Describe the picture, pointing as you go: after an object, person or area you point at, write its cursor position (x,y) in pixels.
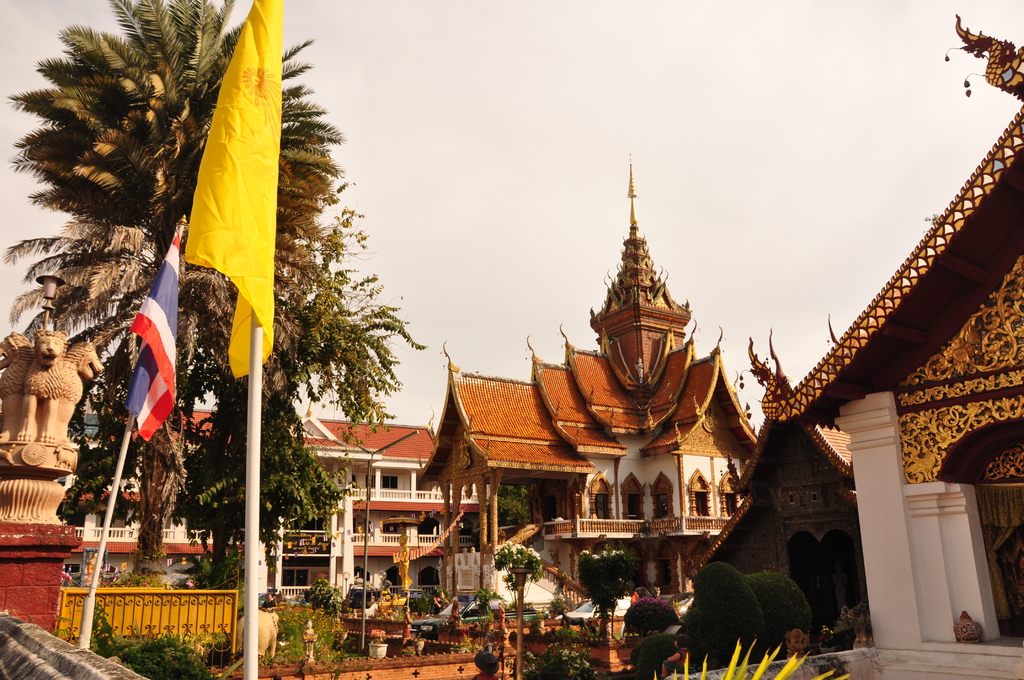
In this picture we can see some buildings (486,476) here, on the left side (119,485) there are two flags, there are some trees (146,496) and plants (183,665) here, we can see the sky (477,356) at the top of the picture (494,159), we can see a pillar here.
